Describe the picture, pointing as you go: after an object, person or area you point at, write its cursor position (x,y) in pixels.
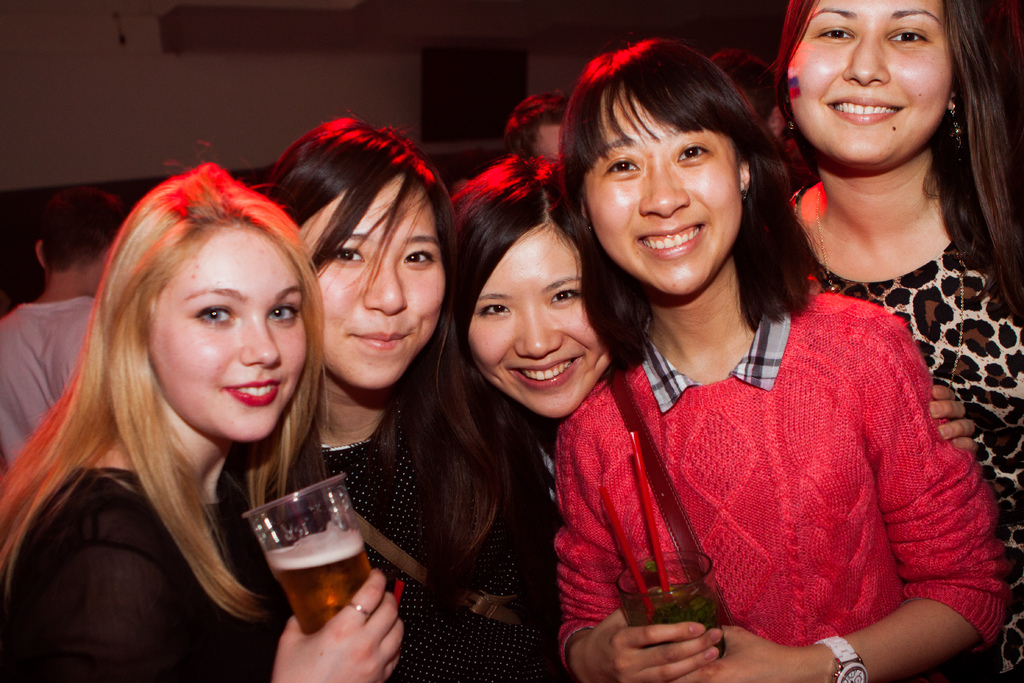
In the image we can see there are women (343,368) who are standing and they are smiling and woman (238,515) in the corner is holding a cup of beer (338,580) in her hand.
